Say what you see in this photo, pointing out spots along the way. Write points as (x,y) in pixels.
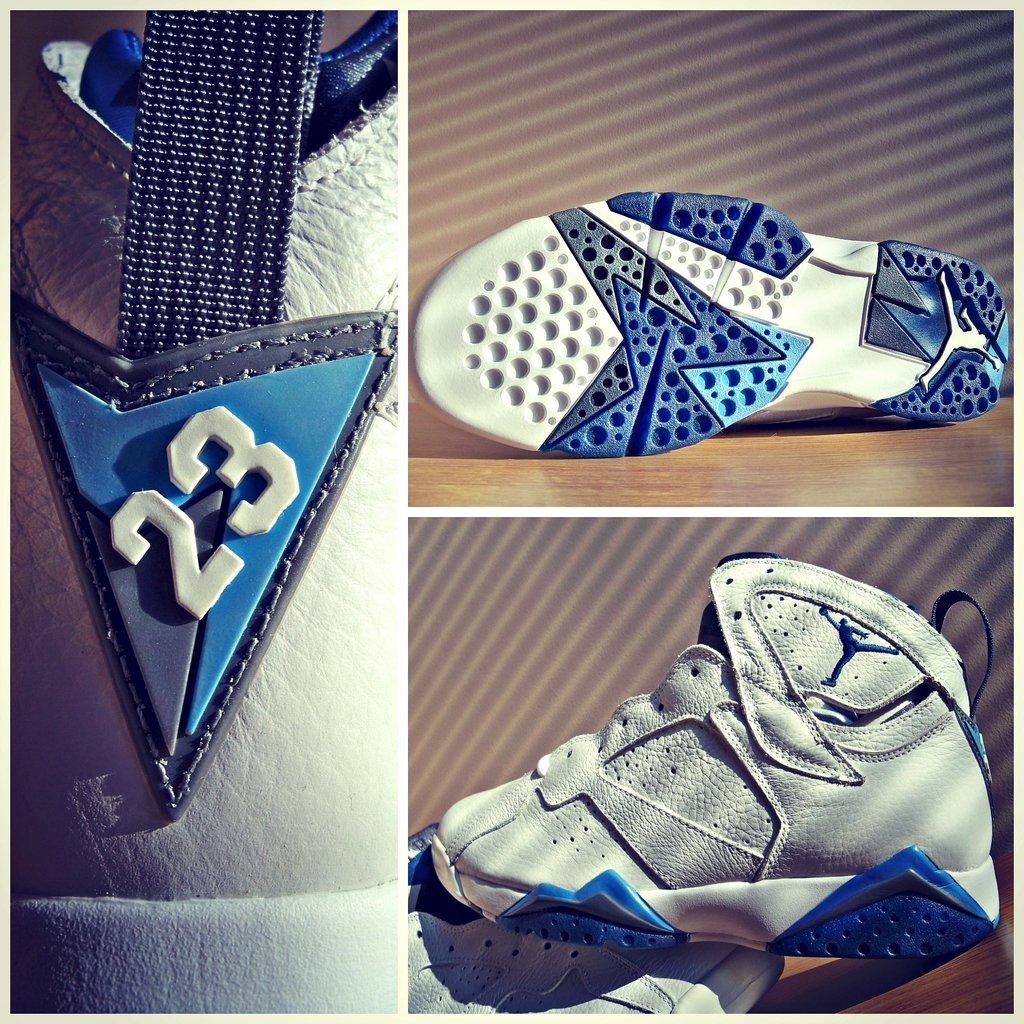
In this image I can see a collage picture in which I can see a footwear (335,438) which is white, blue and black in color.
